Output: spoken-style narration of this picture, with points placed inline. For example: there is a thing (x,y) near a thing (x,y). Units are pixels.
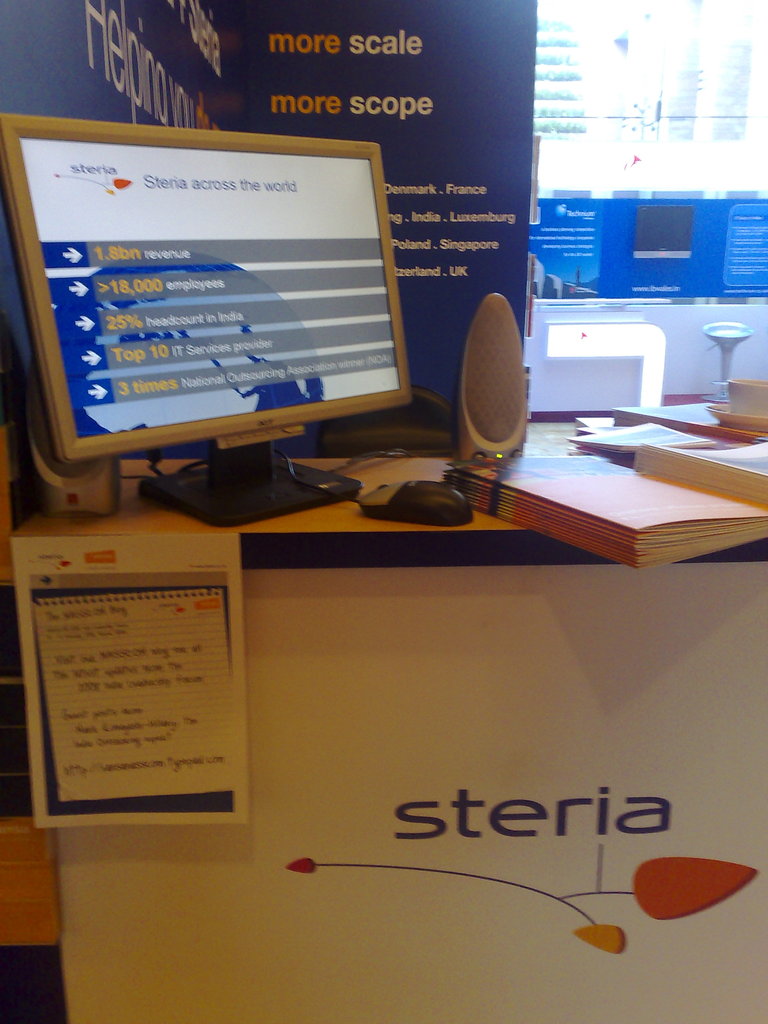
This picture is clicked inside. In the center (374,603) there is a table (471,560) on the top of which books (655,445), speaker (478,456), mouse (404,494), monitor (270,441) and some other items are placed and there is a paper (176,539) attached to the table (367,621) on which the text (135,679) is printed. In the background (634,268) we can see a banner (407,55) on which the text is printed and there are some other objects (685,243).
